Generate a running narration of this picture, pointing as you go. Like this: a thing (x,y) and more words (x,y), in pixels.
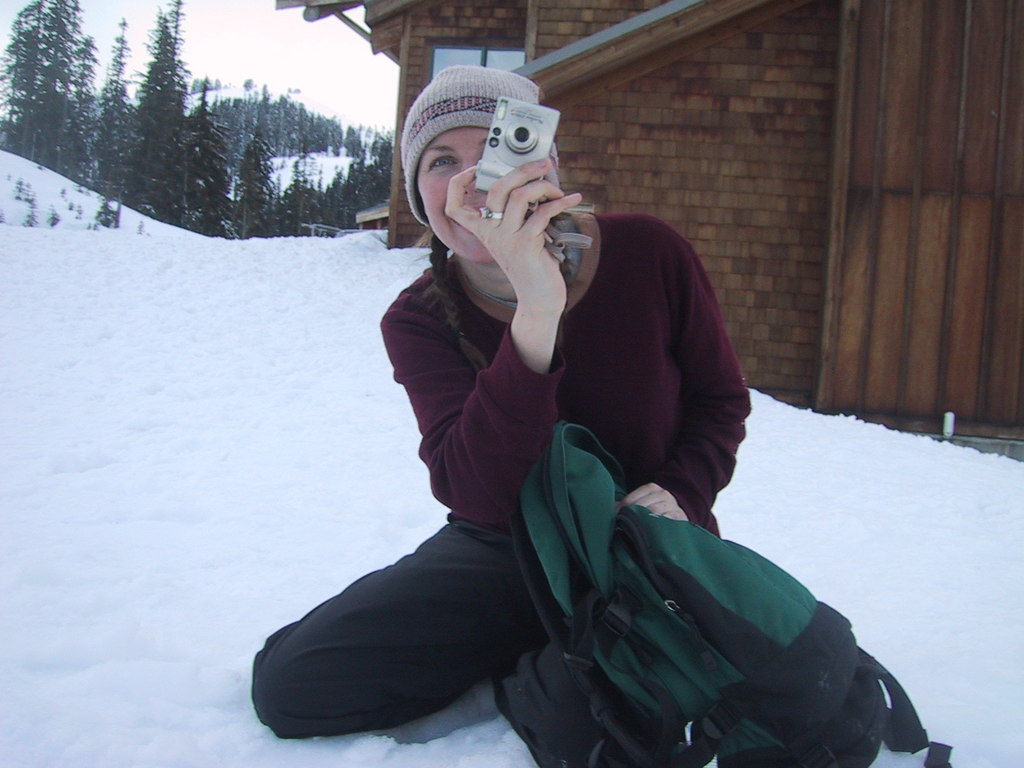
This is a picture of a lady (517,357) who is holding a camera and sitting on the Ice (314,547) and there is a backpack (559,674) in front of her.
